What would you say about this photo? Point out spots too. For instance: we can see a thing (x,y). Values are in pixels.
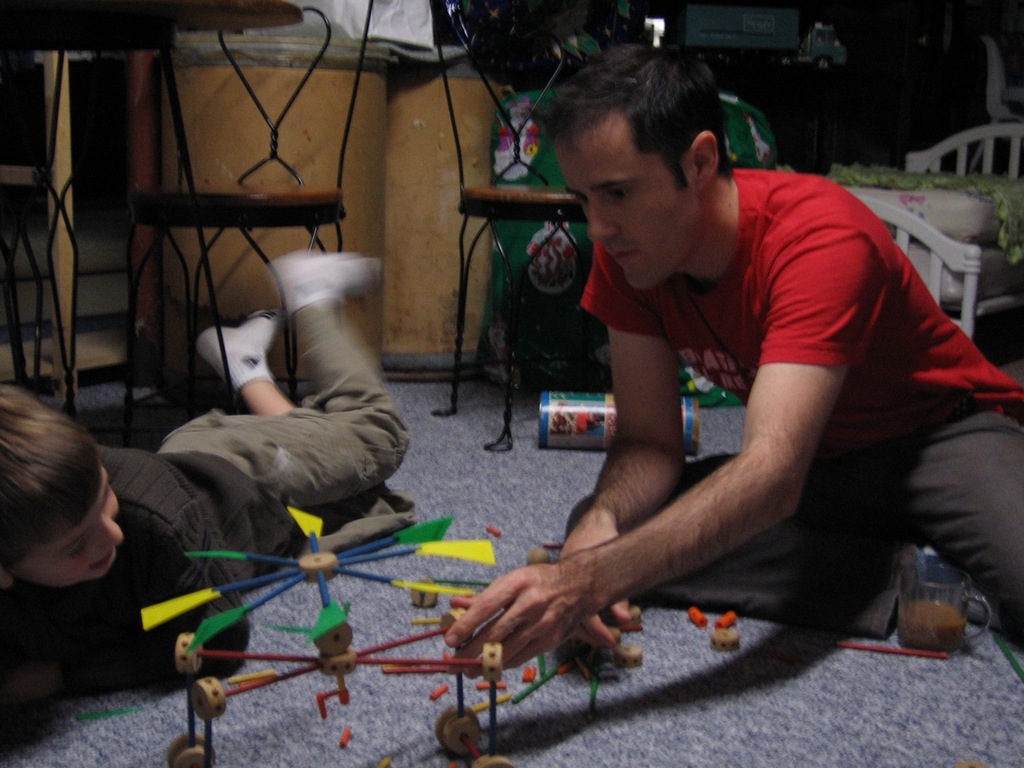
In this image, there are two persons (647,549) visible. One is sitting and playing a toy (336,617) and another is lying on floor (424,469). In the background of the image (473,251), there are chairs (471,192) visible. In the right top of the image (747,13), toy truck (836,39) is visible. It looks as if the picture is taken inside a room (522,348).
